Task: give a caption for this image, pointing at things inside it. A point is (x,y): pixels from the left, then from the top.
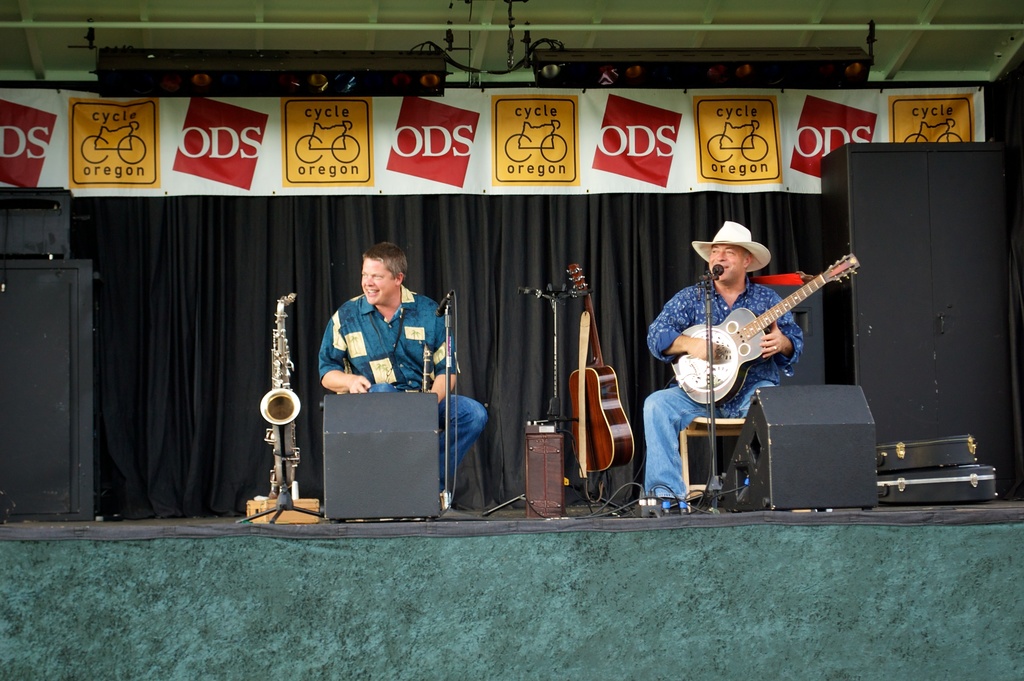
This picture describes about two people (382,331) the right side person (700,321) is playing guitar (704,386) in front of microphone (718,268) and we can see some musical instruments (281,413) here and also we can see hoarding (629,163) and curtains (559,223).
